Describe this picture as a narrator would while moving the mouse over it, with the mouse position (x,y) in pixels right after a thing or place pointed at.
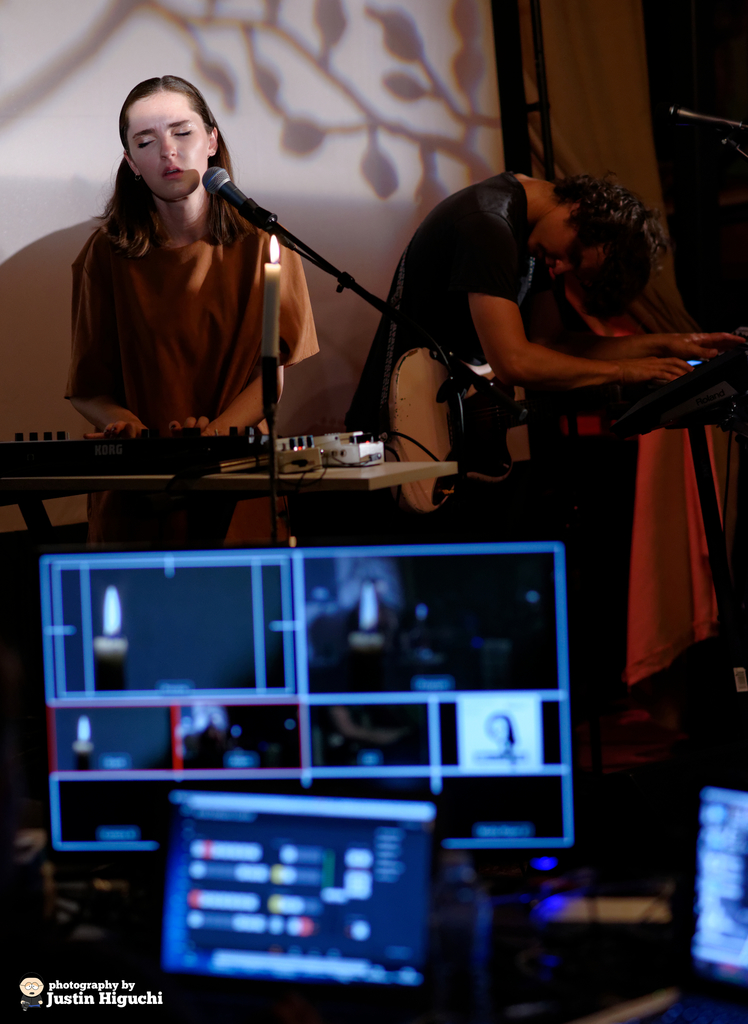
In the foreground of this image (433,749), there are three screens (437,812) and few objects (18,883) at the bottom (521,948). In the background (219,358), there are two people (532,323) playing musical instruments (716,375) in front of a mic stand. We can also see a candle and a wall (284,129).
